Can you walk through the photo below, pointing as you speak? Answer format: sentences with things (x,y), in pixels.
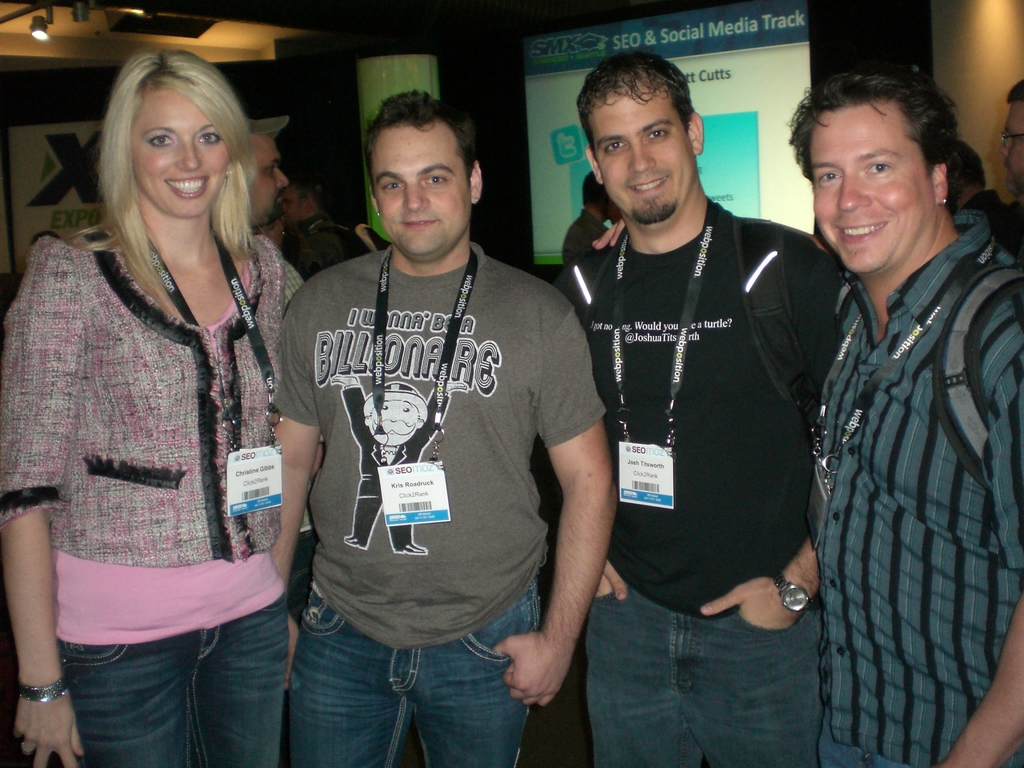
In this image I can see four people (373,153) standing three men (466,137) and a woman (132,220) wearing some tags (275,451) with some text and I can see a screen (735,97) behind them and a pole (396,74) and some other people (277,199) standing behind them.
